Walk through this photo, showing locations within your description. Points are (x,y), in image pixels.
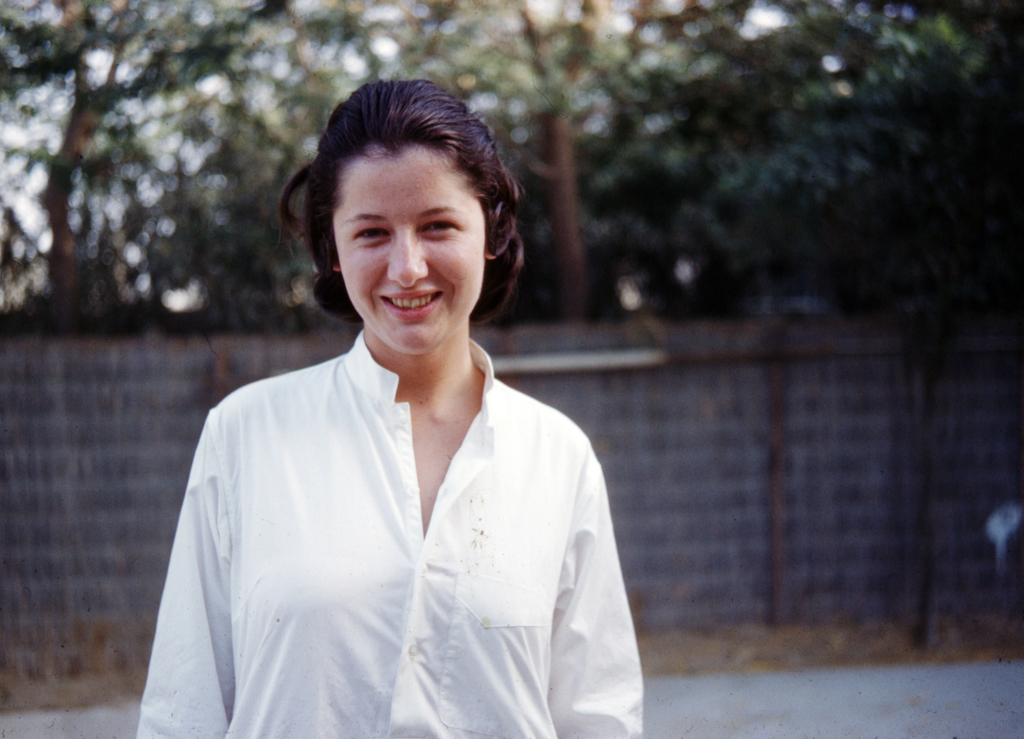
In this image there is a woman (389,465) in the middle (361,446). In the background (156,516) there is a wall (118,438). Behind the wall (135,349) there are trees (567,47).
